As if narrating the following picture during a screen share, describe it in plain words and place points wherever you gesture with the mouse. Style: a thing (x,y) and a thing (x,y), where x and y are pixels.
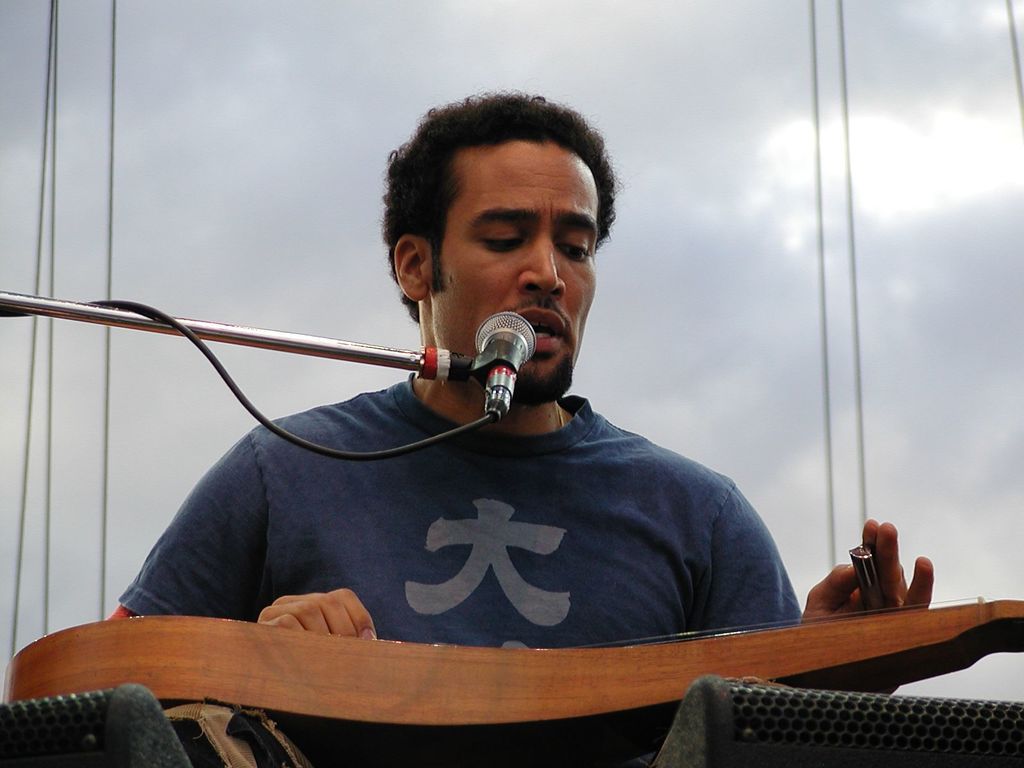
This is the man (556,491) singing a song. I think he is playing a musical instrument (507,670). Here is the mike (507,355), which is attached to the mike stand (24,303). In the background (213,199), that looks like the sky (709,135). I think these are the ropes (812,35).
